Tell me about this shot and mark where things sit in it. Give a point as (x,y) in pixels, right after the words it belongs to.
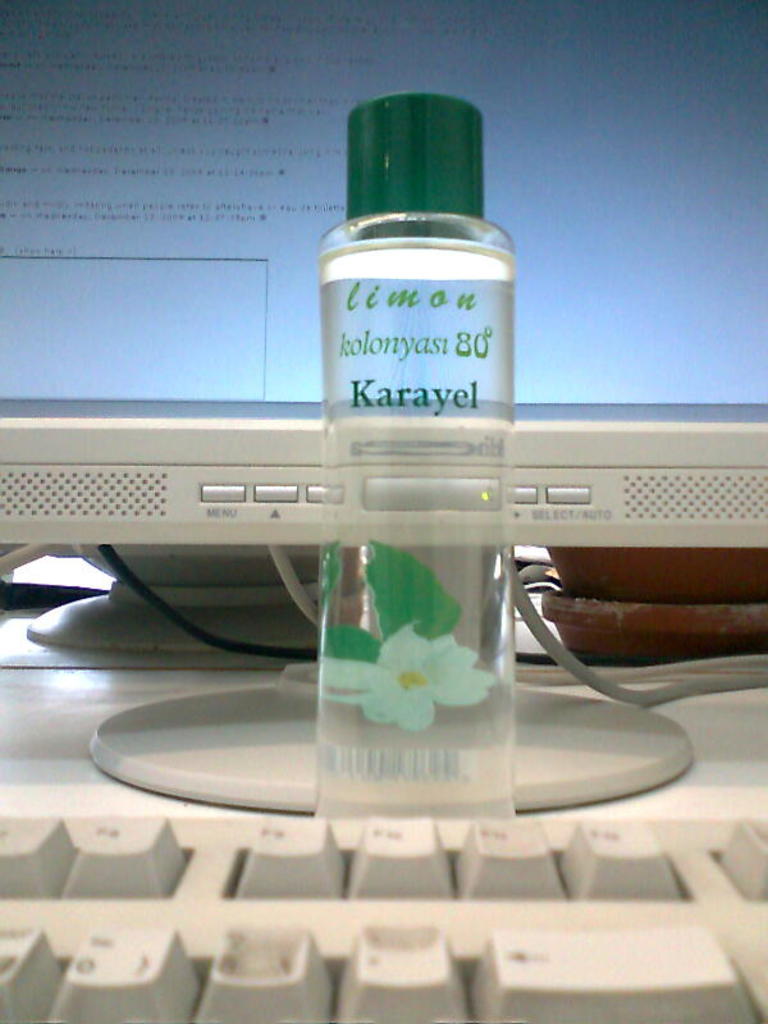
There is a monitor (233,181). In front of the monitor (684,469) there is a bottle (422,561). In front of the bottle (400,655) there is a keyboard (309,868). We can see a wires (628,676).
